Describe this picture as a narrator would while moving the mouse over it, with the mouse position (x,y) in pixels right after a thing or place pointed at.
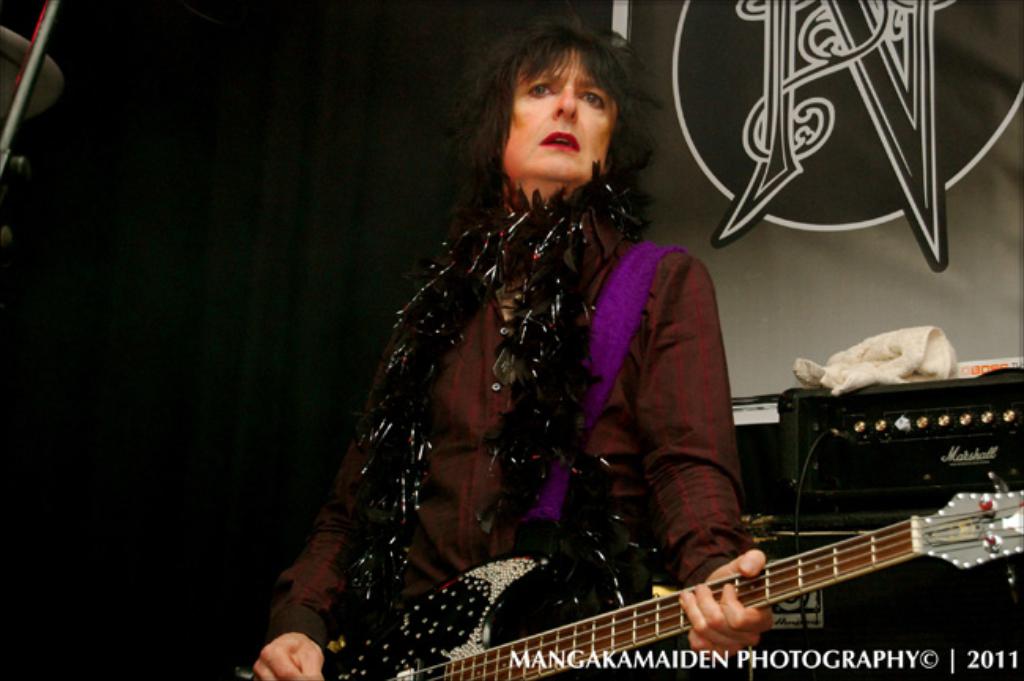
In this image, we can see a person (584,537) is holding a guitar (619,625). Background (355,109) we can see black cloth (352,271), banner (691,227), black color device (796,445), wire (799,526), cloth (911,371), few objects (976,368). Left side (44,39) top corner, there is a rod (36,55). Right side (704,663) bottom of the image (721,663), we can see the watermark (640,664) in the image.
